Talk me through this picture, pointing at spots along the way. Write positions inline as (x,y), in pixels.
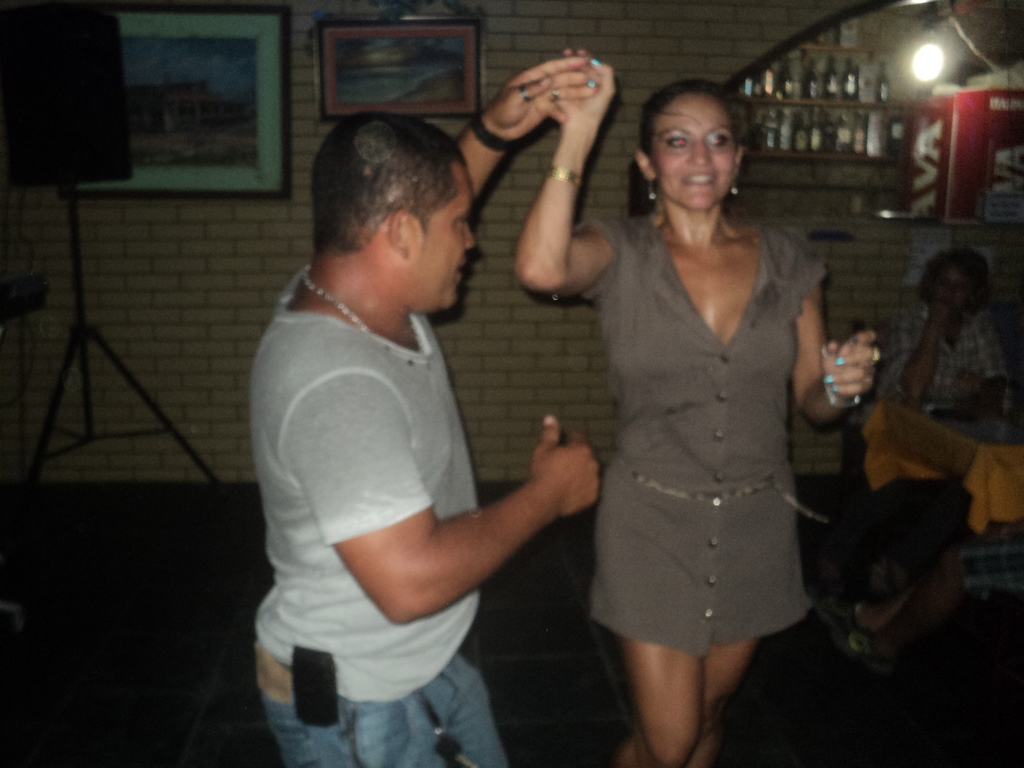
On the left side (334,482), there is a person (383,341) in white color t-shirt (415,436), holding a hand (590,100) of a woman (677,118) who is smiling and dancing on the floor (783,766). In the background (953,275), there is a person (940,290) sitting, there are bottles (846,114) arranged on the shelves (891,160), there is a light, there are photo frames (397,47) attached to the wall (217,281) and there is a speaker (100,71) on a stand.
